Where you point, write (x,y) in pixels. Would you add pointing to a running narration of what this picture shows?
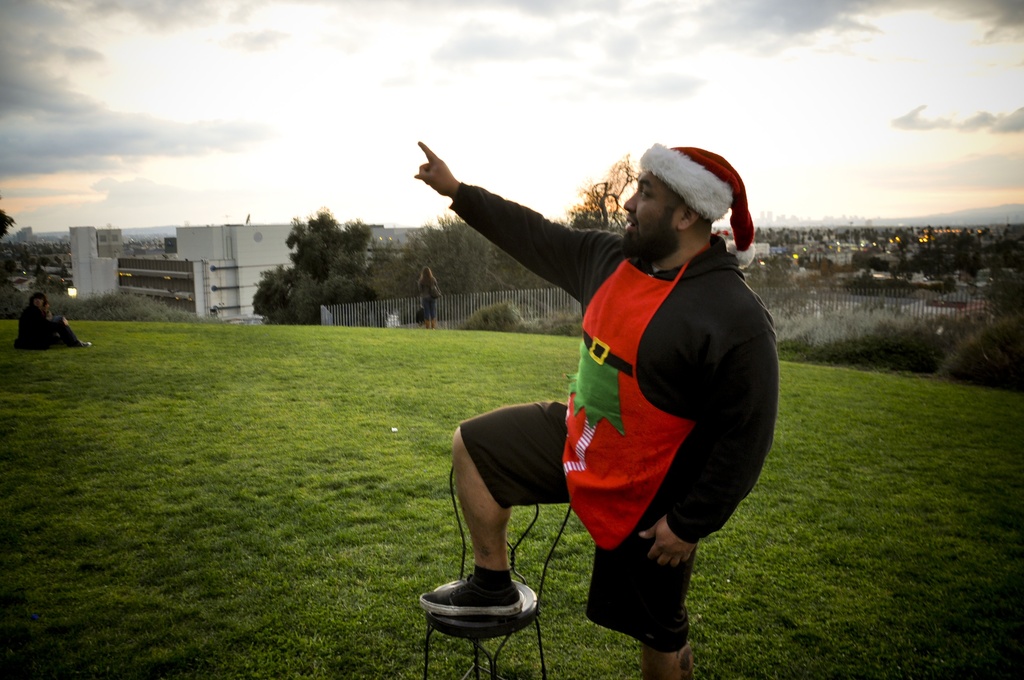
In this image there is a person (552,419), kept his leg (453,585) in the chair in the foreground (570,426), in the background (53,323) there is a building (161,259), persons (36,331), trees (454,299), at the top (726,73) there is the sky (509,100).
